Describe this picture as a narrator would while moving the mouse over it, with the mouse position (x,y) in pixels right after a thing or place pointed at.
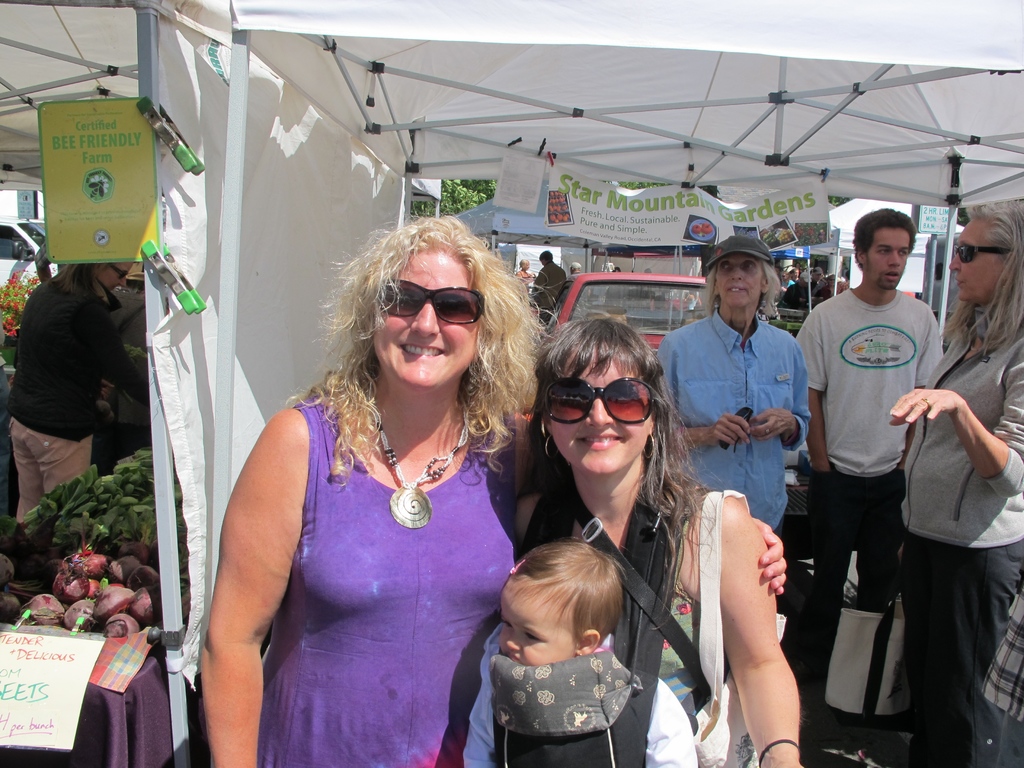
Here men (851,352) and women (664,473) are standing, this is a child (588,623), this is a vehicle (658,311), there is poster (555,204), these are tents (379,173), there are vegetables (125,524).
